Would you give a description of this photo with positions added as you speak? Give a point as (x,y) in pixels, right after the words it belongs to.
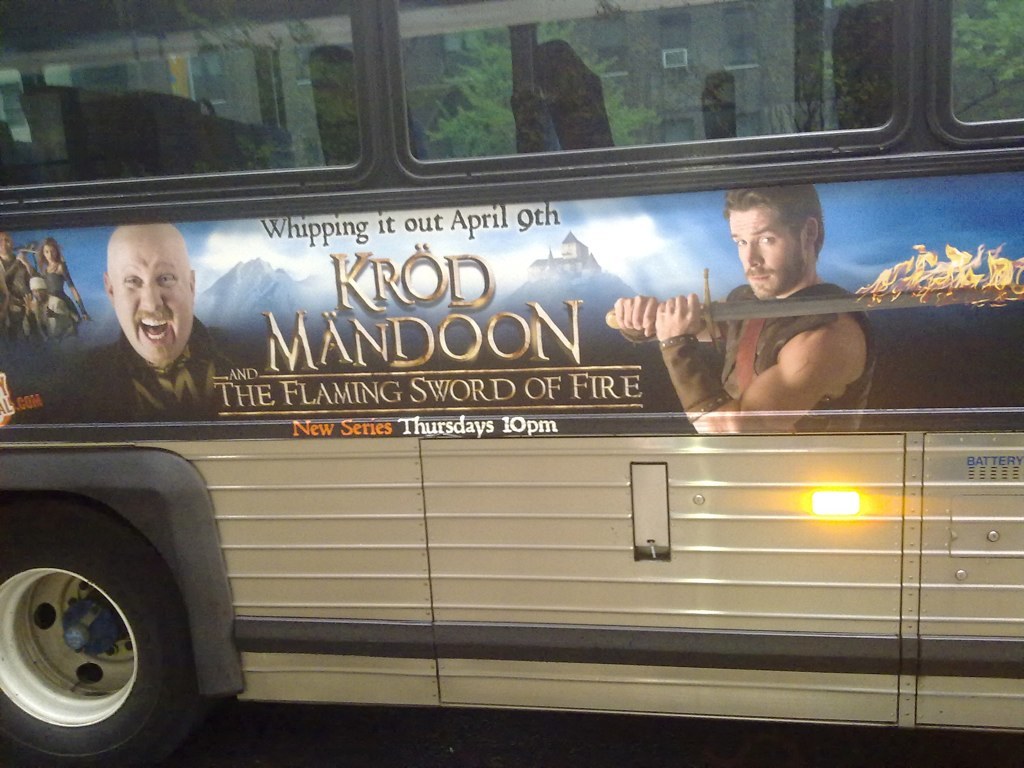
In this image there is a bus (918,391), there is some text (508,361) and images (752,274) of a few people (830,365) are on the bus (563,340), through the window (694,45) of the bus (521,51) we can see there are trees (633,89).
